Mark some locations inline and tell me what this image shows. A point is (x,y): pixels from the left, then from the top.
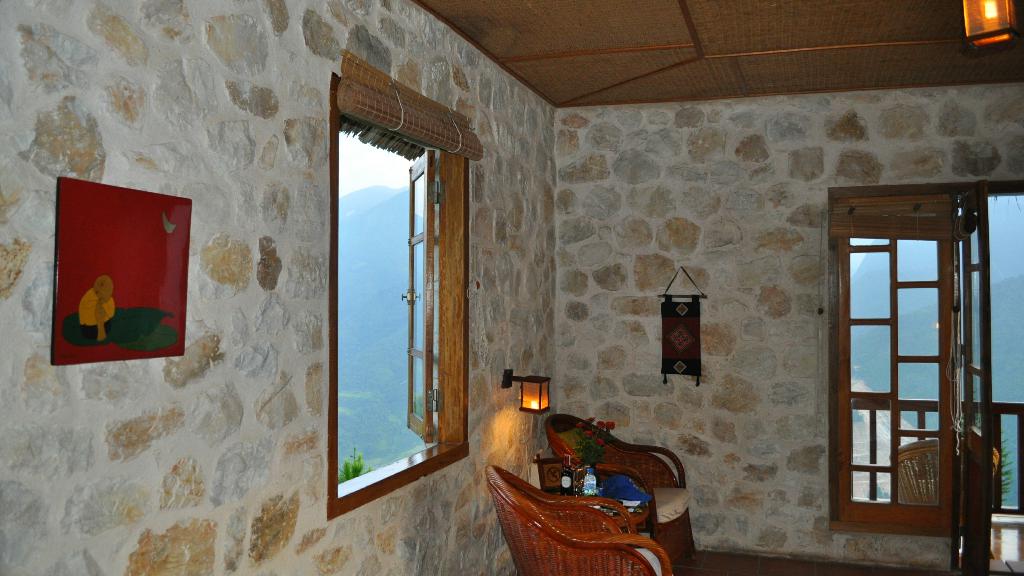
In this picture there are windows (972,219) on the right (1000,245) and left side of the image (333,348) and there are chairs (635,454) at the bottom side of the image (501,463).
